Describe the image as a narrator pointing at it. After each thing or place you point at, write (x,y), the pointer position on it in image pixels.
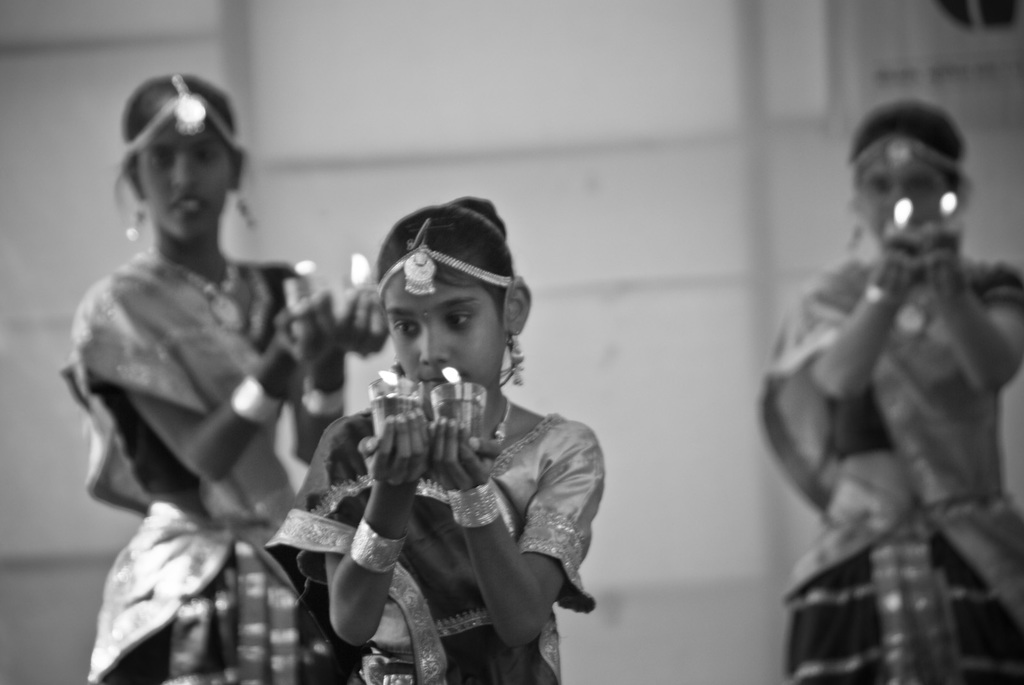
In this image we can see three girls (328,418) holding candles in their hands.
